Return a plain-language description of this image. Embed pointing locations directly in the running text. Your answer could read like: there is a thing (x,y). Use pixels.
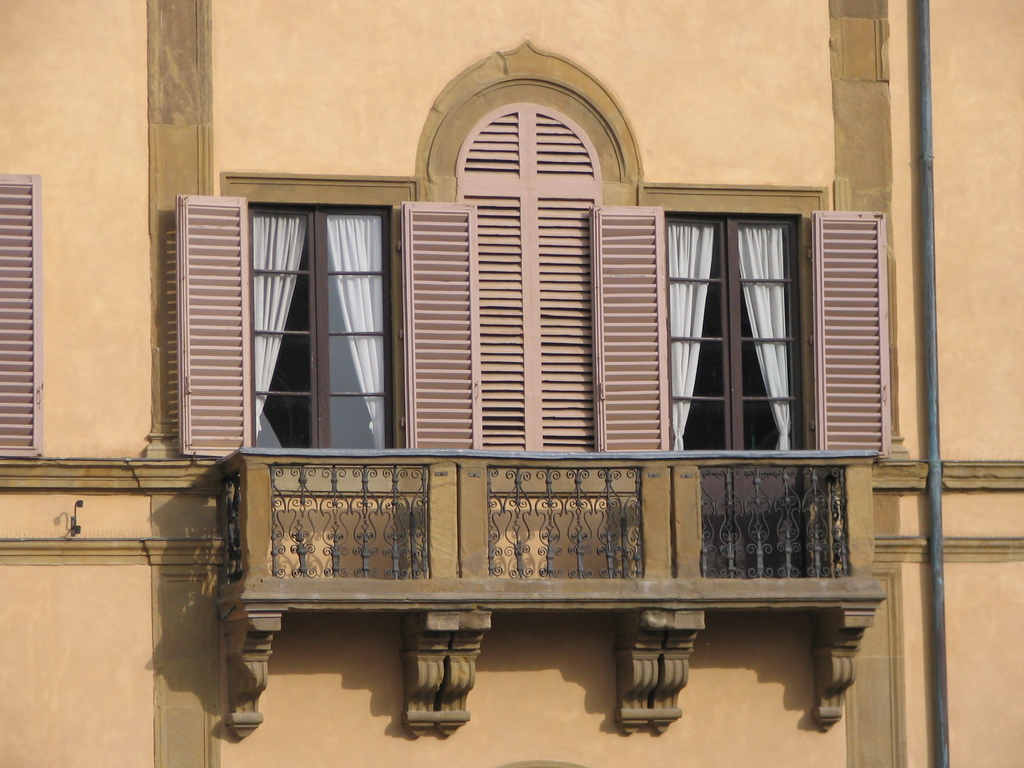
In this picture I can see there is railing (400,479) and there are windows (734,375), they have curtains (271,228) and there is a pipeline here at right side (936,349).
